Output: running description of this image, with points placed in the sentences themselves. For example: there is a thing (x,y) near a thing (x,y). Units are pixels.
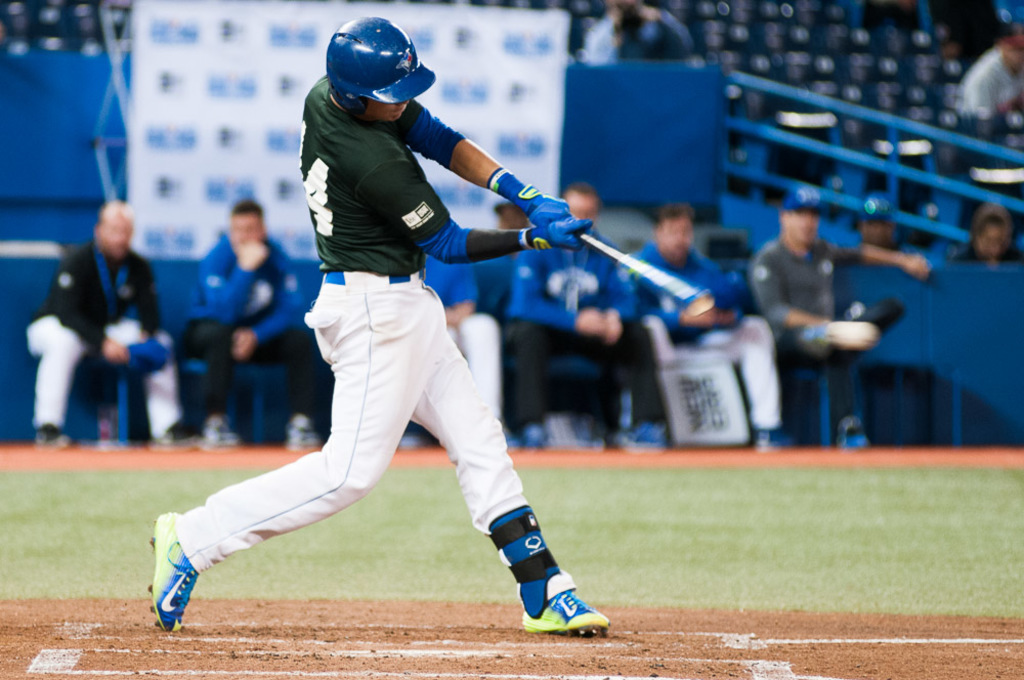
In this image in the center (502,238) a person (353,114) wearing a helmet (395,44) holding a bat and in the middle (664,246) there are few peoples (817,242) sitting on chairs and backside of people (525,276) I can see might be a fence (856,151), board (446,38), person (648,38), on the right side (996,59) there is a person (994,64) visible.
